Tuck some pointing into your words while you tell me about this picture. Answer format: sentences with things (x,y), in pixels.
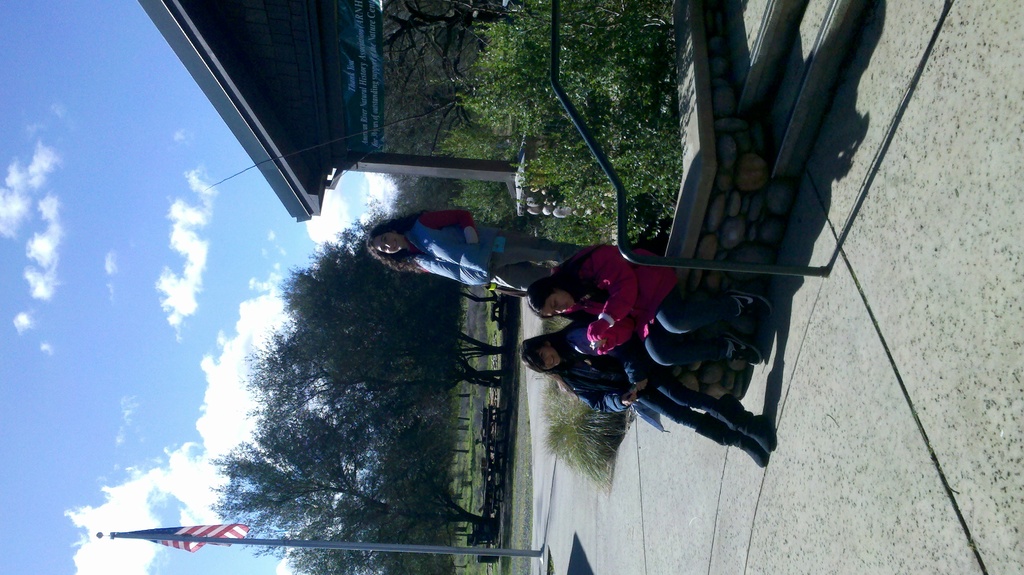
In this image in the center (643,332) there are persons (629,356) sitting and there is a woman (529,276) standing and smiling. In the background (399,476) there are trees (455,136), there is a house (338,90), there is grass (464,488) on the ground (481,455), there is a flag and the sky (262,319) is cloudy.
